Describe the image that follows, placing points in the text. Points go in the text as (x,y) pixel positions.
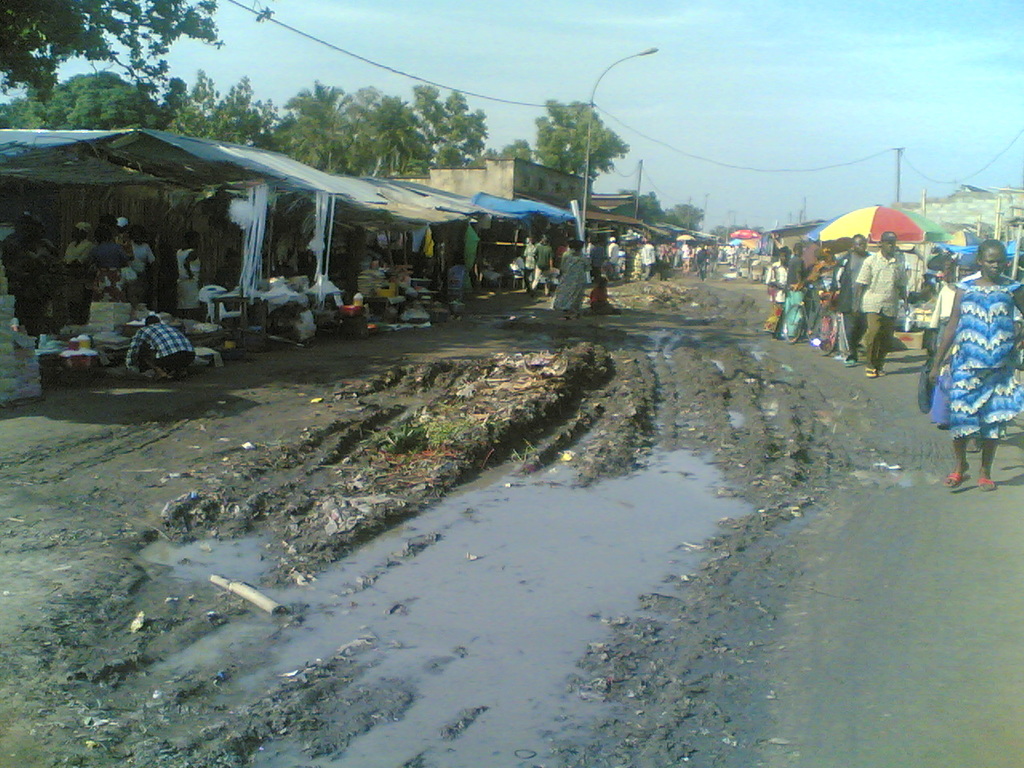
In this image I see number of stalls (913,231) and I see number of people (148,318) and I see the ground (529,426) and I see the water (424,554) over here. In the background (15,124) I see the trees (15,124), poles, wires (670,144) and I see the sky (710,33).
